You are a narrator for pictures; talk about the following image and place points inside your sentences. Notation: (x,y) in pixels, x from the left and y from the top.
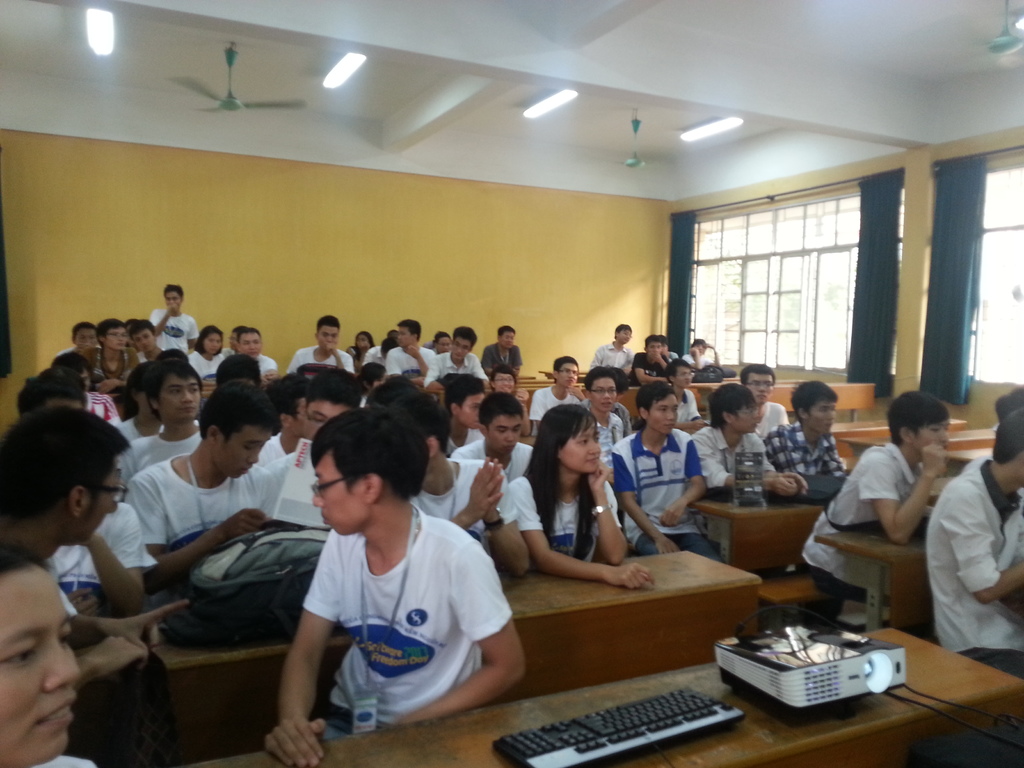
This picture shows the inner view of a building (313,44), some lights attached to the ceiling (950,63), some benches (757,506) with tables (681,746), one keyboard (652,738), some objects (243,618) on the tables (252,733), three fans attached to the ceiling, three curtains (966,274) attached to the windows (748,312), one black object (6,217) near the wall (226,267) on the left side of the image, one object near the window (785,276) on the right side of the image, some people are sitting on the benches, some people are holding objects (240,603), one man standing near the wall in the background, some people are putting their hands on the tables (239,668) and one projector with wires (749,626) on the table (949,669).
